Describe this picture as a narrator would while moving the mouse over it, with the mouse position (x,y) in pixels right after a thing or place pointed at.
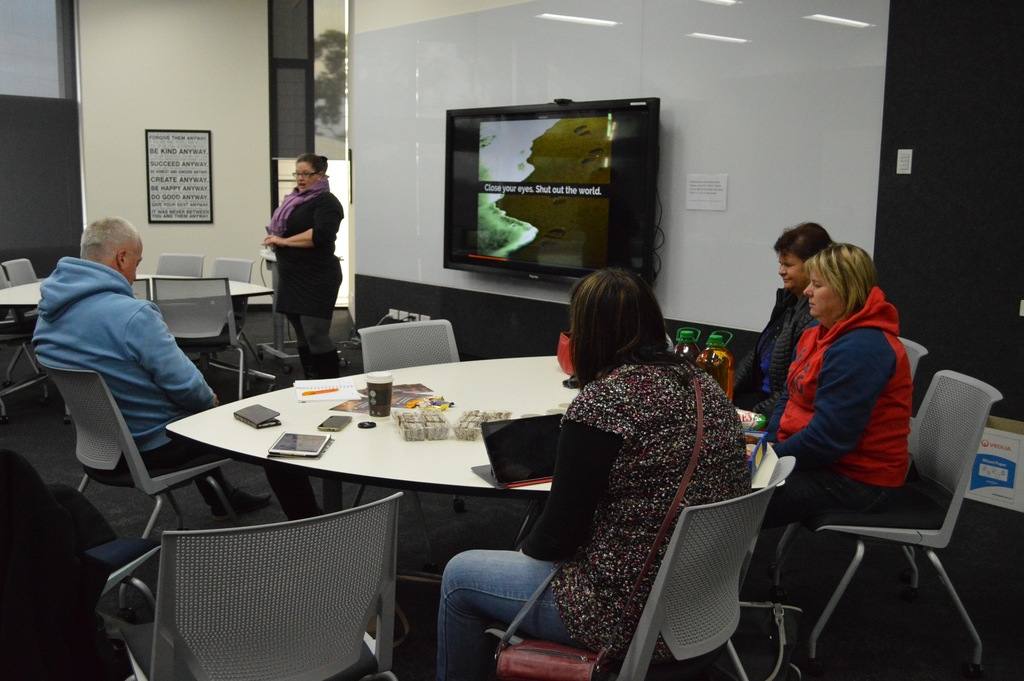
In this picture there are group of people (595,450) who are sitting on the chair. There is a cup (378,408), Tablet (299,436), wallet (262,410) and few objects (440,425) on the table (479,382). There is a plasma TV (487,228). There is a woman (307,253) standing. There is a frame (208,173) on the wall (212,167). There is a tree (329,96) at the background (329,111). Few bottles (726,367) on the table (380,428).
